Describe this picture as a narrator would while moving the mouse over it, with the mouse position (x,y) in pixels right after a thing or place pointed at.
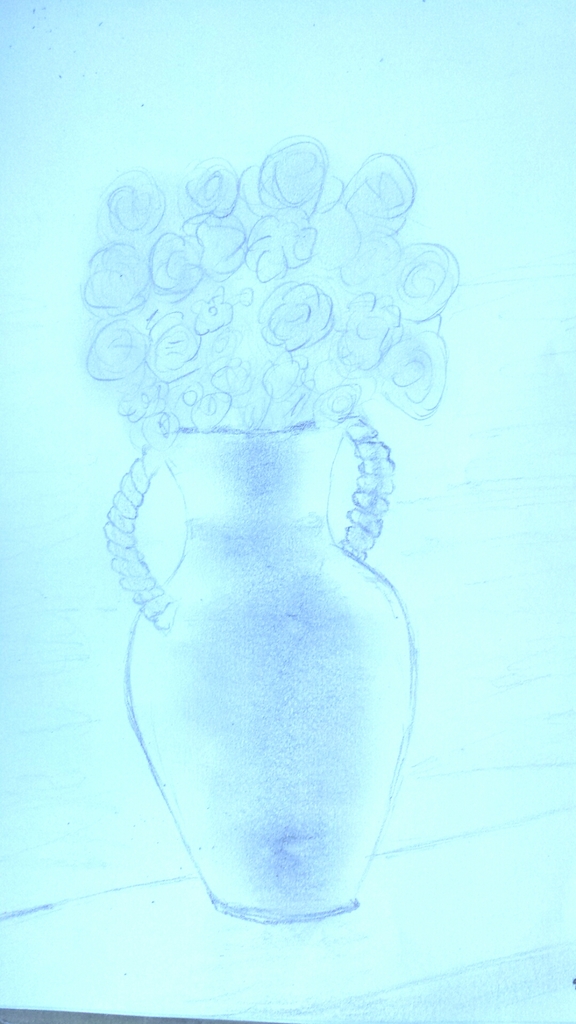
In the picture we can see a drawing (266,461) of a flower vase (226,579) with flowers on the blue color paper (437,602).
